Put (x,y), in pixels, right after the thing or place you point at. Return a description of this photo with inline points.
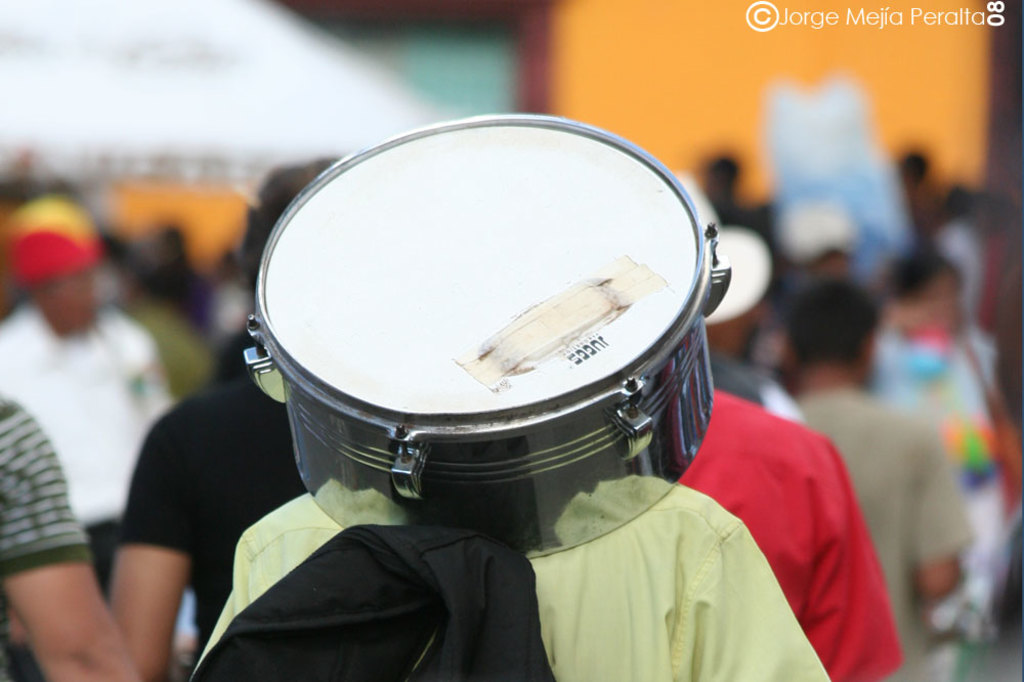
In this image, we can see a drum (518,406) with tape (585,321). At the bottom of the image (471,671), we can see black color object (534,665). In the background (229,218), we can see the blur view and people (27,391). In the top right side of the image (861,20), there is a watermark (847,13).
